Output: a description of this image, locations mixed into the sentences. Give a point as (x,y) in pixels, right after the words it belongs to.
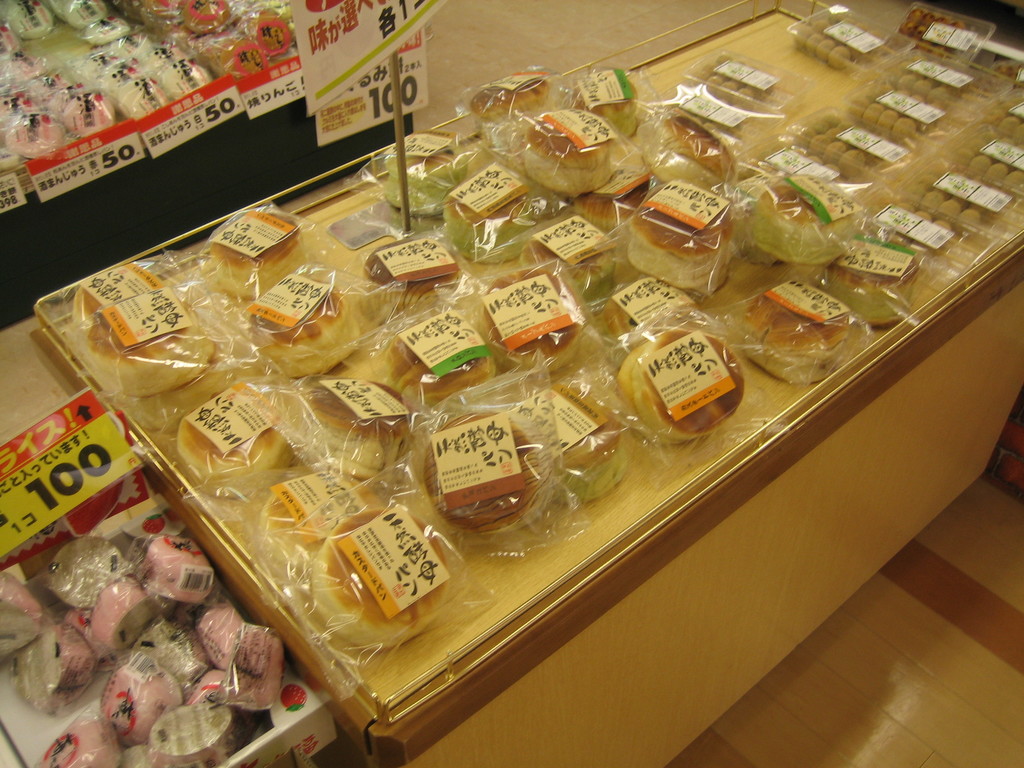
In this picture we can see the tables (965,272) on the top of which the packets of food items (275,409) are placed and we can see the text (390,17) and the numbers (376,110) on the posters (332,70) and we can see the text (470,469) and the bar code (187,581) on the papers (248,416) which are attached to the packets (585,283). On the right (832,23) we can see the boxes of food items (900,101) and we can see the papers (941,74) attached to the boxes (878,53) which seems to be containing the text (919,104). In the background (539,37) we can see the ground (573,25).
